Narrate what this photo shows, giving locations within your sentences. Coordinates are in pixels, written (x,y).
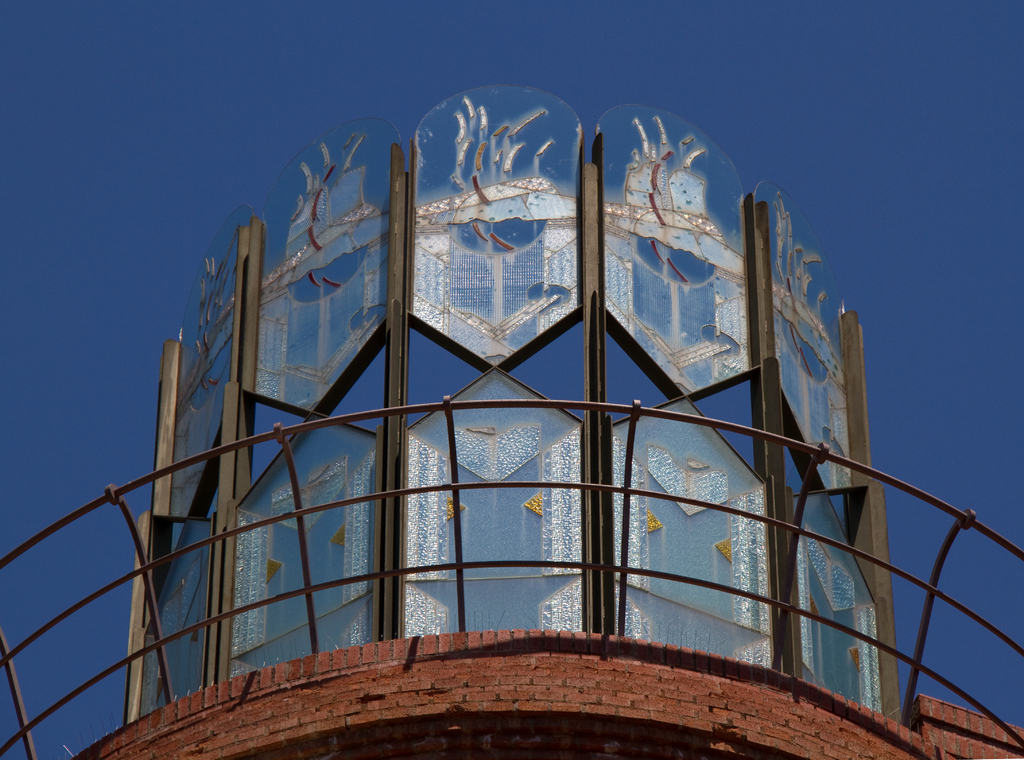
In this picture, it looks like an architectural building (384,585) and iron grilles (379,573). Behind the architectural building (406,447), there is the sky (992,144).
